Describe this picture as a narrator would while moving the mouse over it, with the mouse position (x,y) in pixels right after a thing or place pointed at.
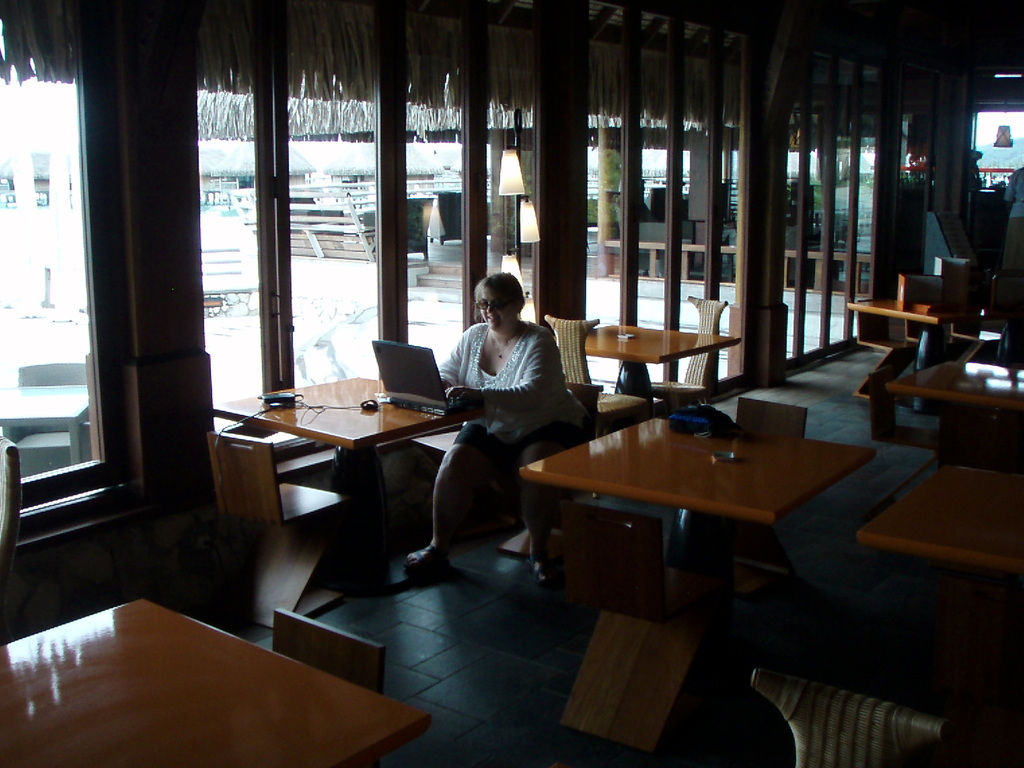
This is a picture in a restaurant (401,313), there are so many tables (601,451) there is women (502,428) who is sitting on a chair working in her laptop (443,387) the women (494,377) wearing a white dress (528,375) and having a goggles (491,304) also, this is a glass windows (245,274) through which we can see the view (306,198) from the restaurant (156,335).
